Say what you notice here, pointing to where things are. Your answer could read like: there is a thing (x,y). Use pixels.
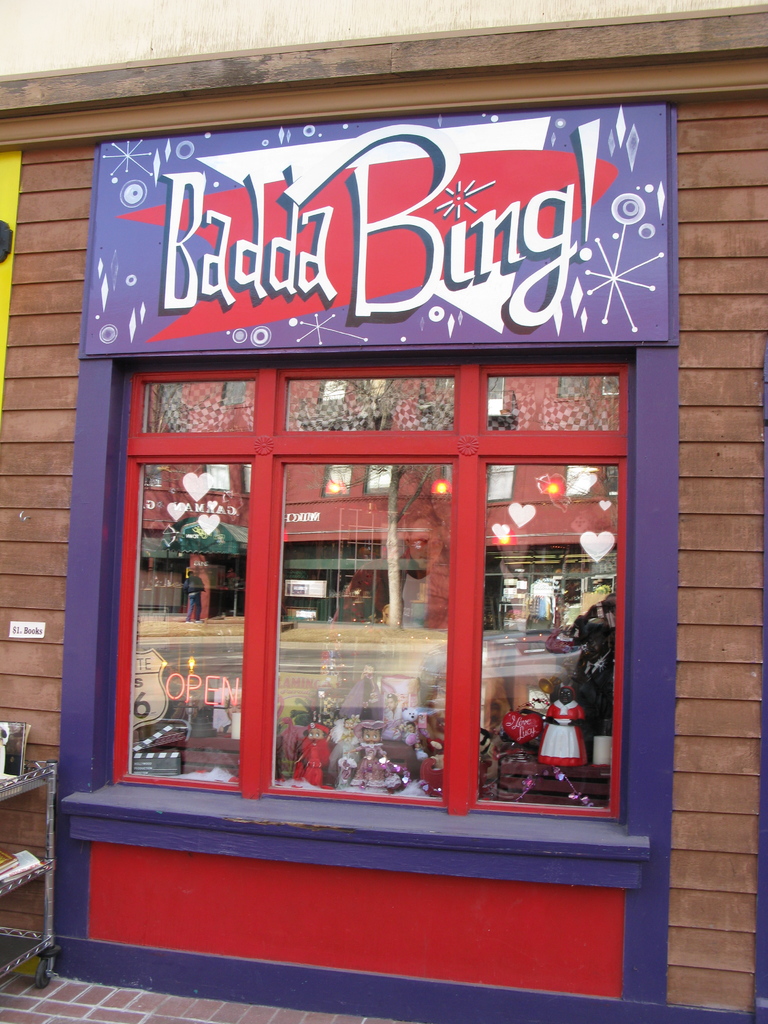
There are toys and other objects (221,708) arranged on the shelves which are covered with glasses (307,586). Above them, there is a hoarding (430,209) attached to the wall (61,147) of a building (706,879).
